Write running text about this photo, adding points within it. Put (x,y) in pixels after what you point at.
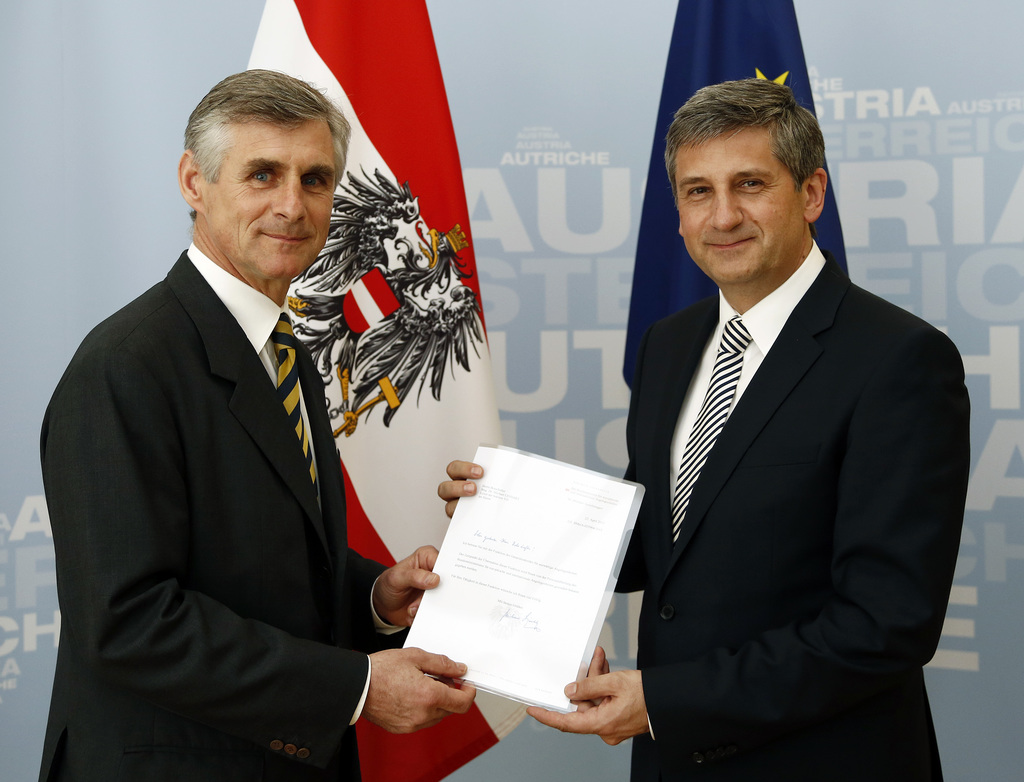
In this image we can see two persons (296,708), they are holding papers (484,517), behind them there are flags (436,385), and a board (588,447) with text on it.
